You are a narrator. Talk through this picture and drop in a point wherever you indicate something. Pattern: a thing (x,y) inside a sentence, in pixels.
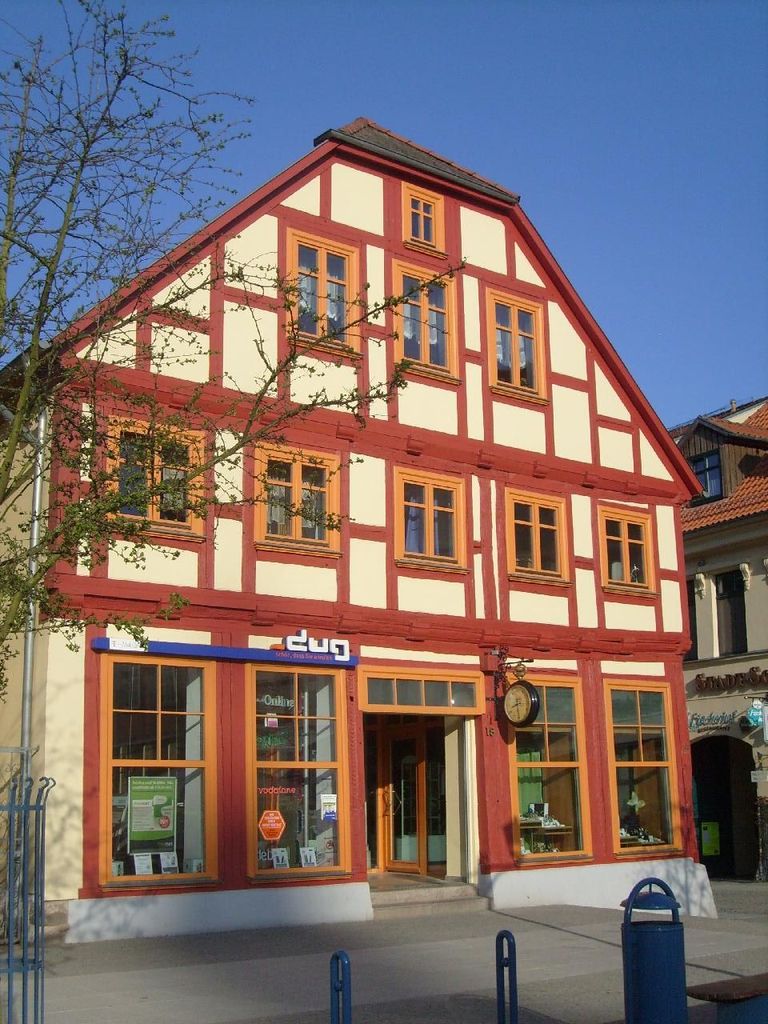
In this image I can see a house (306,502), in front of house (366,445) I can see a road (48,993), at the bottom (641,934) I can see stand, at the top (584,57) I can see the sky (616,123), on the right side (761,508) I can see another building (704,591).
